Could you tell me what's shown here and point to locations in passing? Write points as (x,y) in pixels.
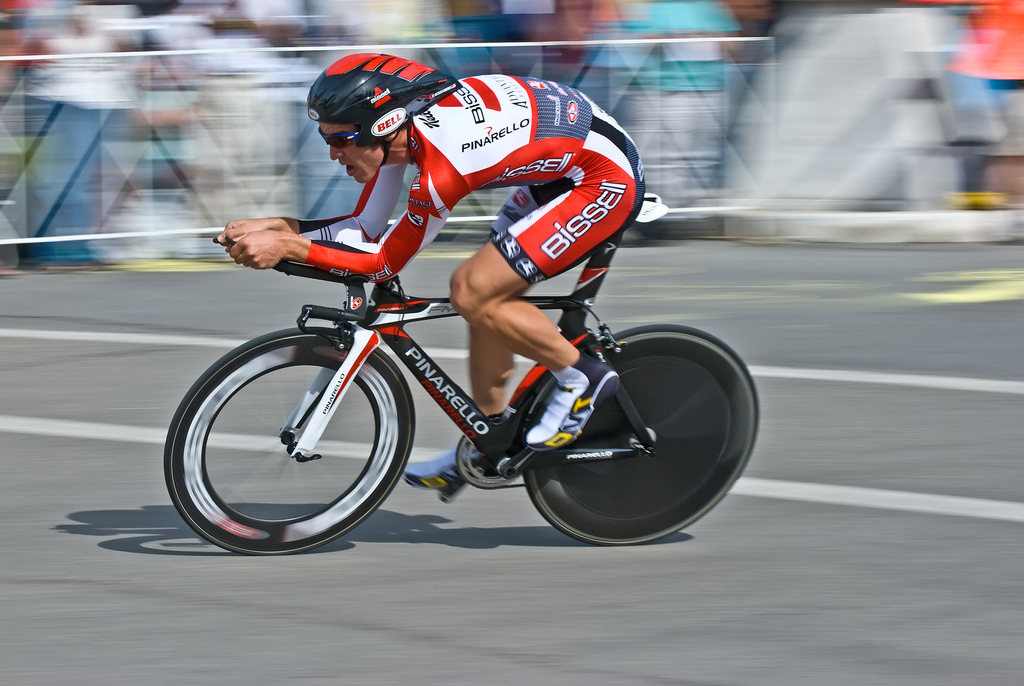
In the image there is a man (328,112) riding a cycle (436,380), he is wearing racing costume (534,131) and the background of the image (82,105) is blur.
